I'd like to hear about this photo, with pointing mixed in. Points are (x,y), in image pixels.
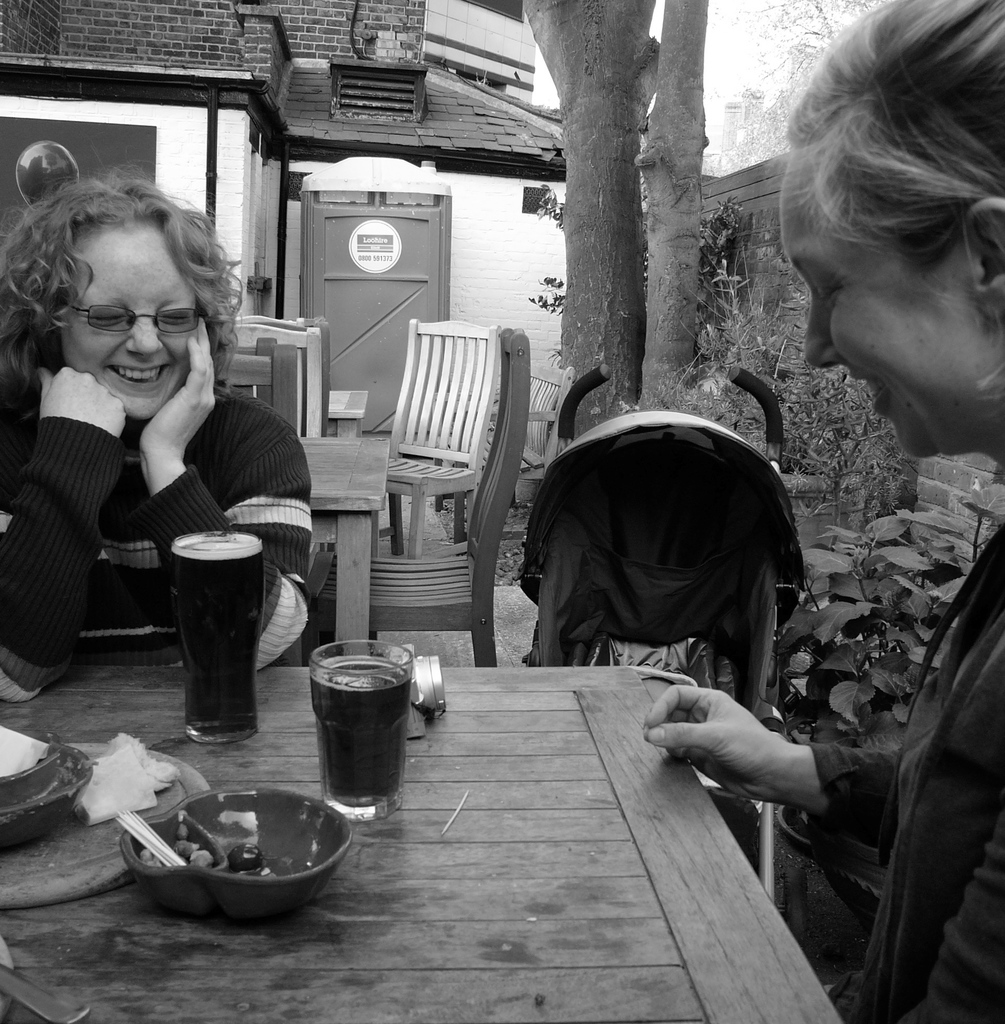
In this picture we can see two women (182,299) sitting on chair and in front of them there is table (234,996) and on table (624,820) we can see glass (387,684) with drink (351,719) in it, bowl (239,804), tissue paper (138,792) and in background (196,63) we can see house (479,124) with door (382,274), tree (615,191), wall (456,219).
